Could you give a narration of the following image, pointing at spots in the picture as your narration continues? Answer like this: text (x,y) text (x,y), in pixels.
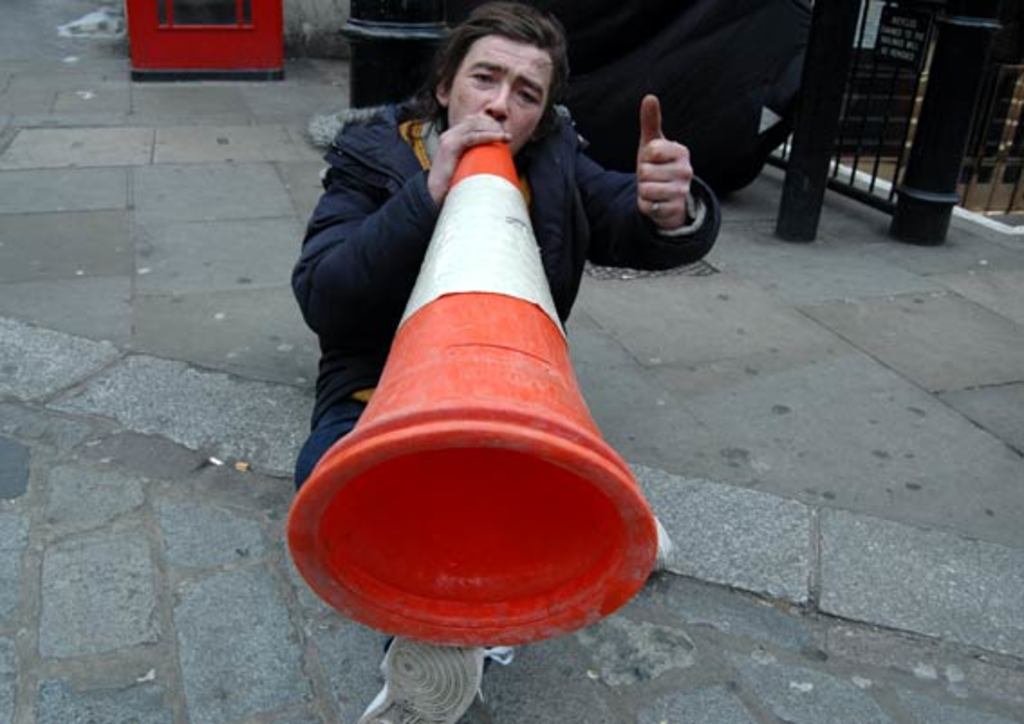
In this image, we can see a person (377,239) wearing clothes (351,272) and holding a divider cone (451,270) with his hand (494,130). There are poles (970,113) in the top right of the image (962,125).
